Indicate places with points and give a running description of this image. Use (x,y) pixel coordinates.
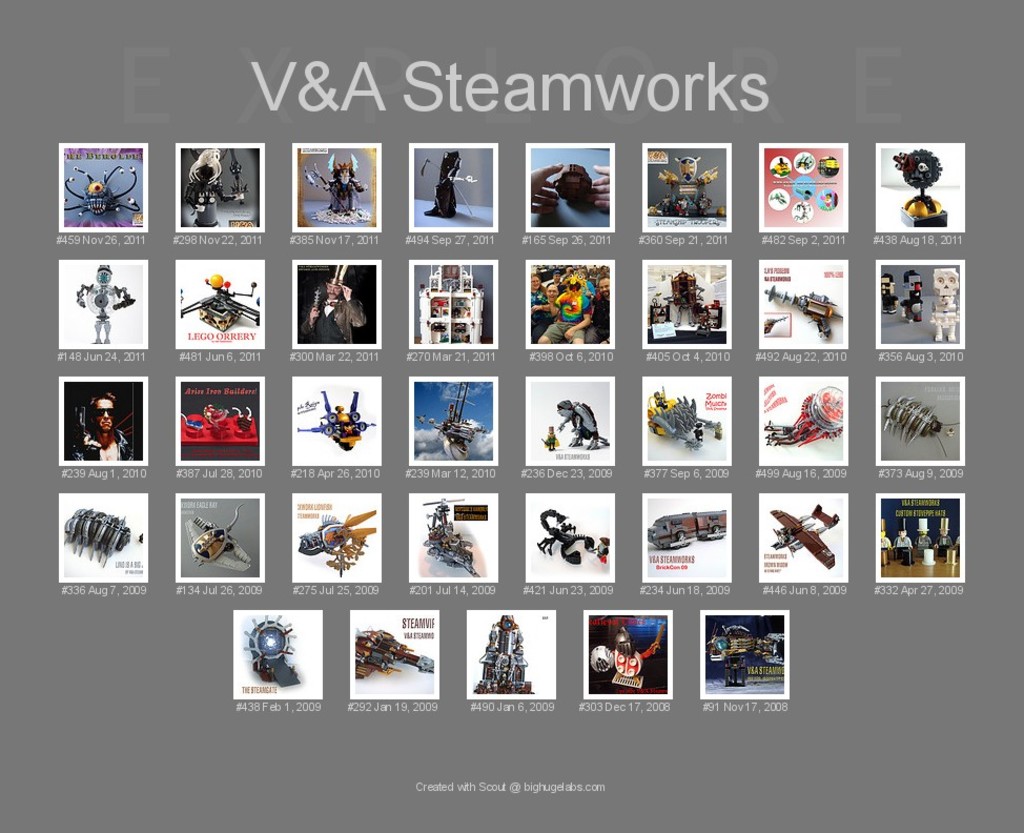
In this image we can see there is an object (550,455) which looks like a screen (632,489). And there are different types of images (448,310) on the screen (588,506) and there is a text (560,783) on it.
